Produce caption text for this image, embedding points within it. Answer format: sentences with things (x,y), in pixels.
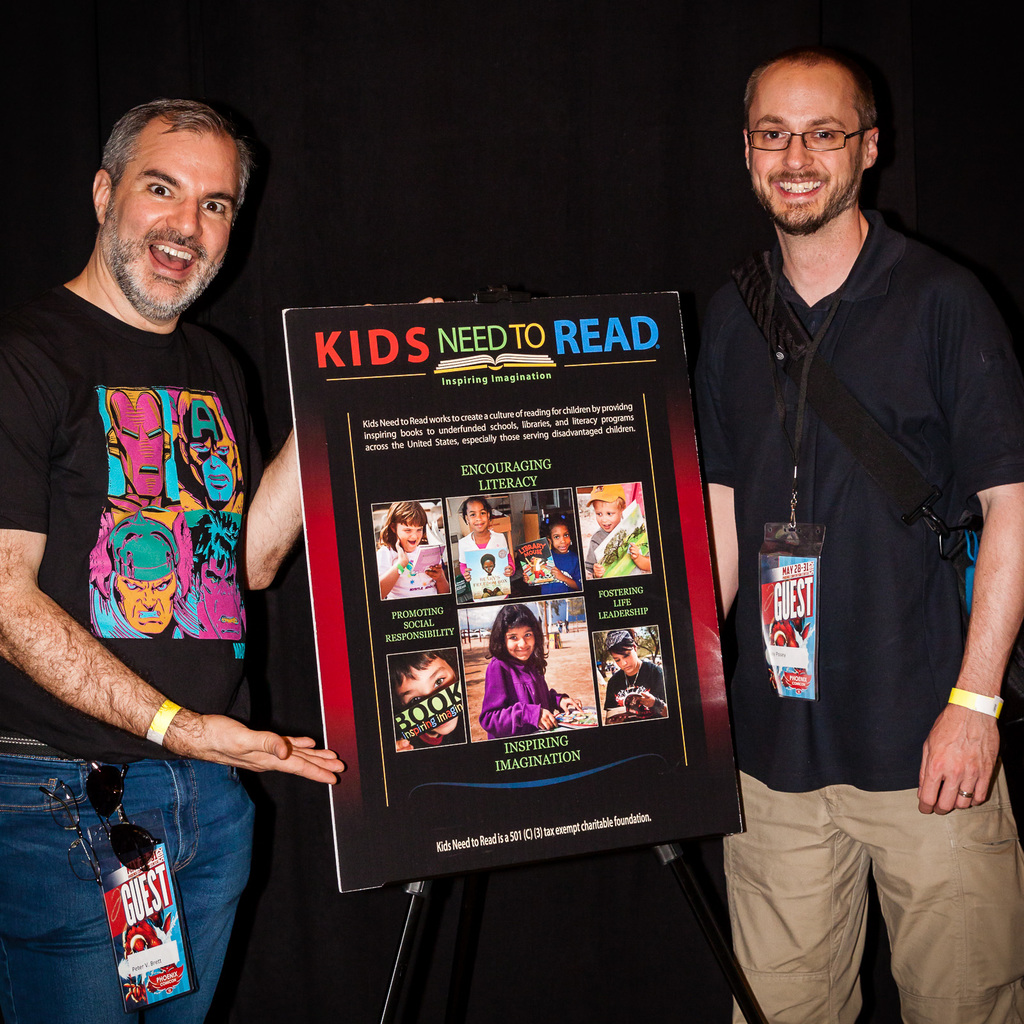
In this image I can see two men (199,336) standing, smiling and giving pose for the picture. In the middle of these two men (131,558) there is a black color board (371,539) attached to a metal stand (405,953). On the board (418,555), I can see some text (486,441) and few images (464,631) of persons (415,589). The background (569,110) is in black color.
